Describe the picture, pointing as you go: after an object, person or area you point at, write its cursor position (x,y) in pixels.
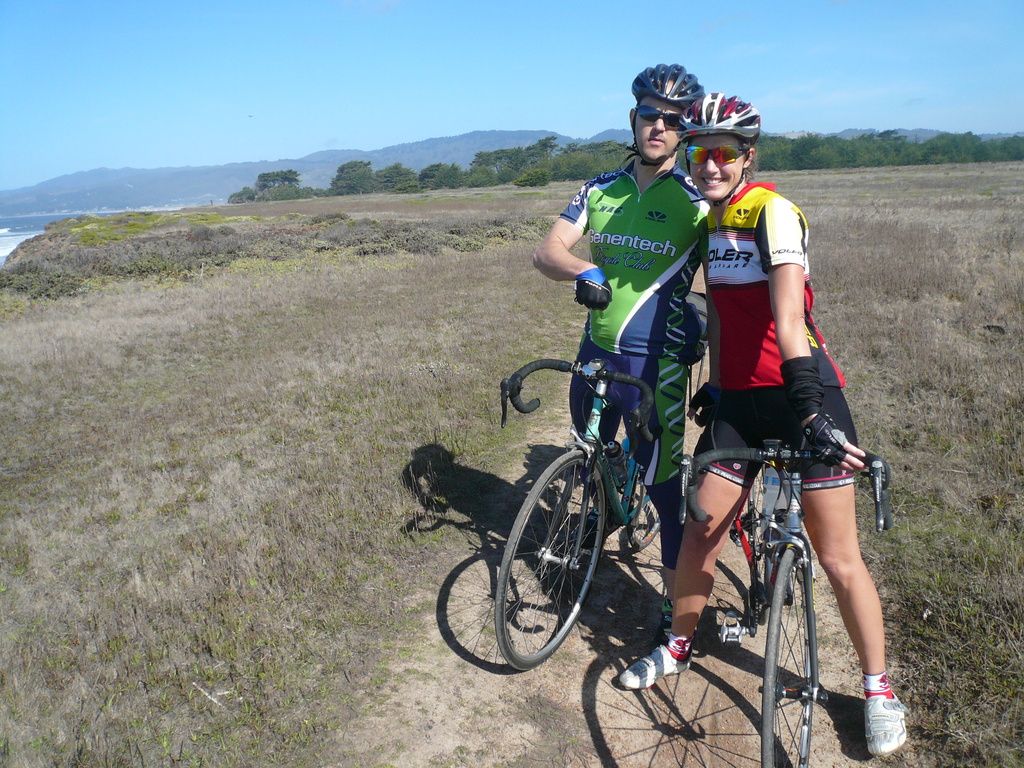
In this picture we can see two persons (669,109) with bicycles (625,529). Behind the two persons (642,221), there are trees (352,172), grass (454,306) and hills (190,190). On the left side of the image (10,219), there is the sea (18,231). At the top of the image (505,105), there is the sky (458,55).
